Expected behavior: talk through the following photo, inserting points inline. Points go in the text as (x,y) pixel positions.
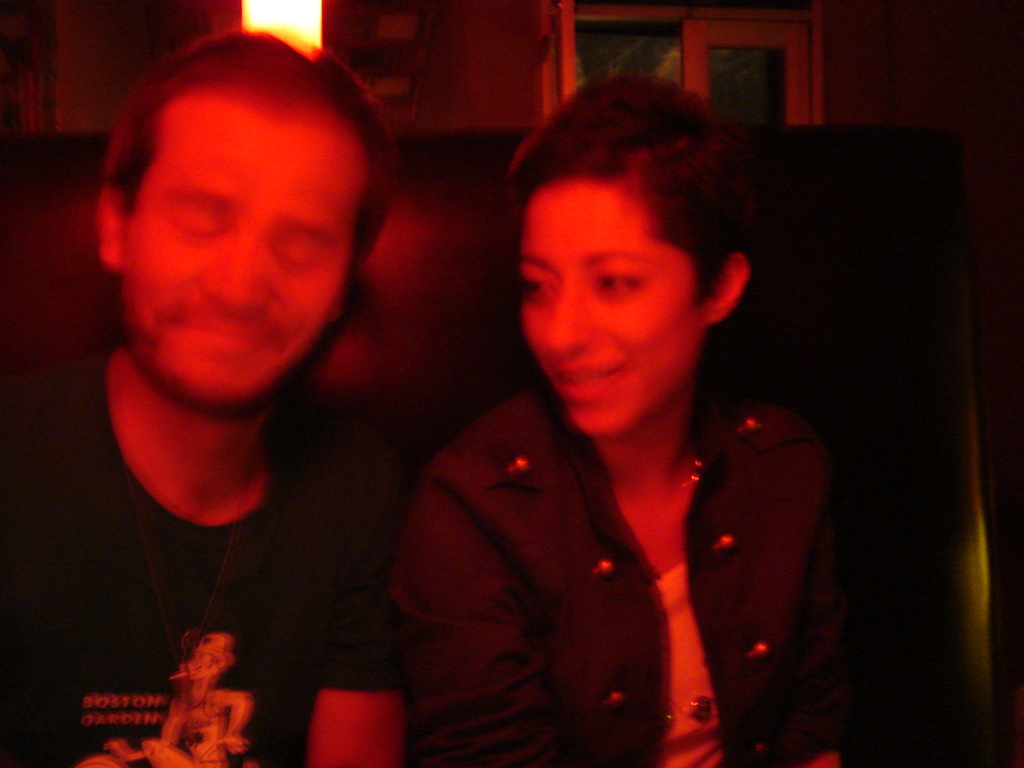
In this image, we can see people (529,261) sitting on the couch (723,355) and in the background (745,91), there is a light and we can see windows (592,63).
